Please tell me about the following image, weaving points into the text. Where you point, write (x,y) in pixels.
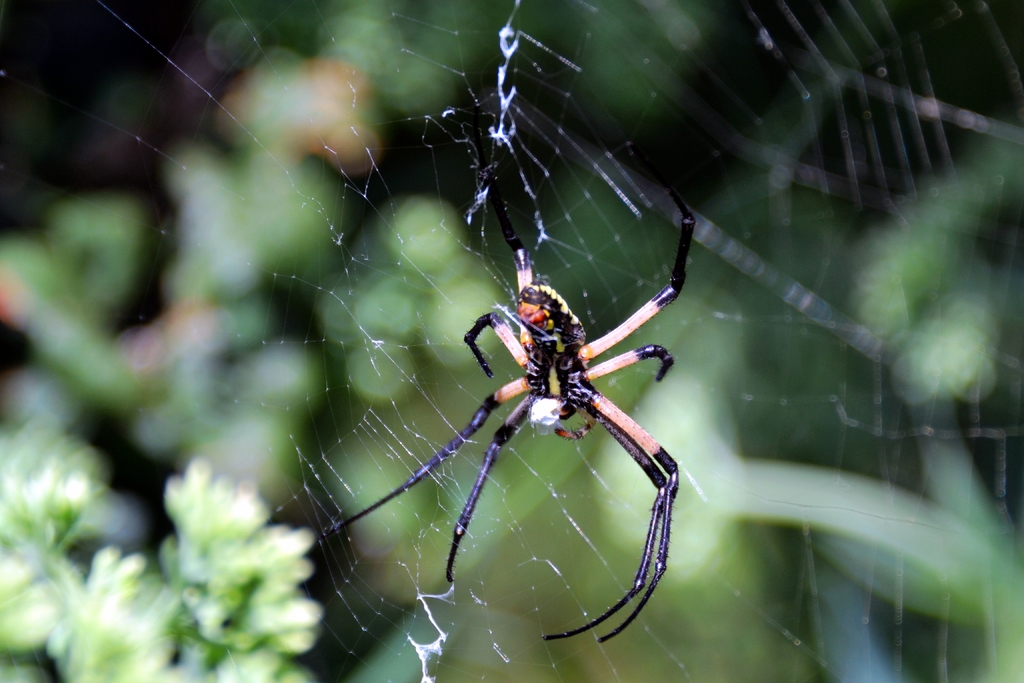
In this image I can see the spider's web (604,311). In the background (240,534), I can see the plants (142,581).
